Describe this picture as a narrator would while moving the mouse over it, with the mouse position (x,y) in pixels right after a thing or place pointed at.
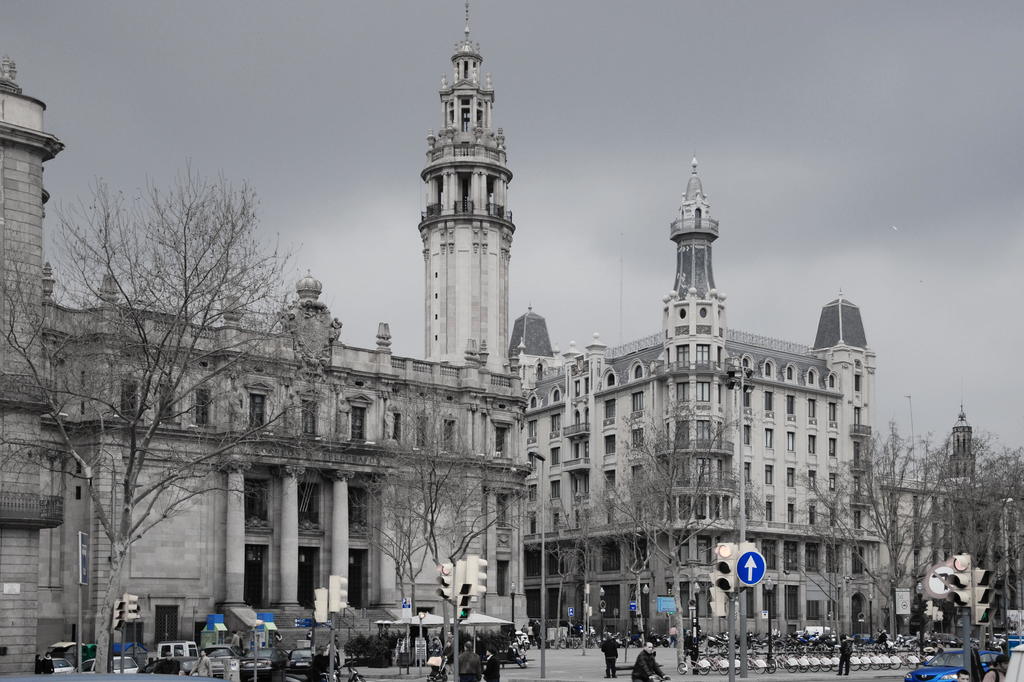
In this picture we can see building (477,402), monuments (697,376) and trees (574,524). On the bottom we can see group of person (449,641) standing near to the traffic signals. Here we can see sign board (750,578). On the top (869,19) we can see sky (659,34) and clouds (891,36). In front of the building (373,569) we can see many bikes (752,643), cars (261,673) and other vehicles (248,672). Here we can see tents (405,617).
